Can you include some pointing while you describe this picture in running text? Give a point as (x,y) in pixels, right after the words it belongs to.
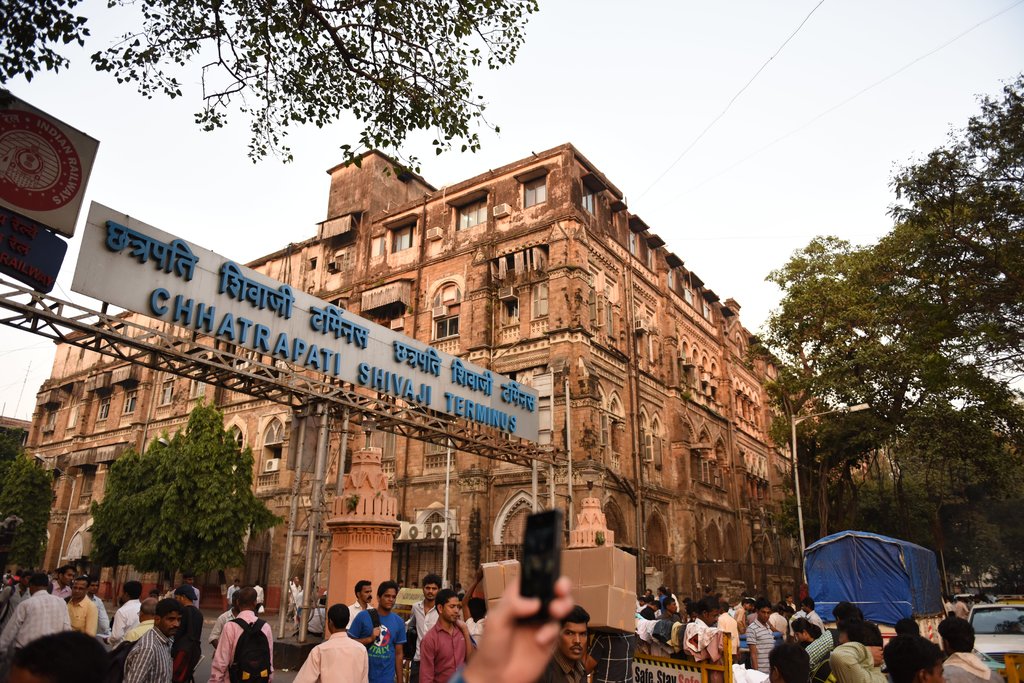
In this image we can see many people (777,672) are walking on the road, we can see vehicles (1008,630) moving on the road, the person's hand (521,664) holding the mobile phone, name board (304,329), barrier gates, light poles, building (519,355), trees (1022,425) and the sky (583,38) in the background (713,75).
